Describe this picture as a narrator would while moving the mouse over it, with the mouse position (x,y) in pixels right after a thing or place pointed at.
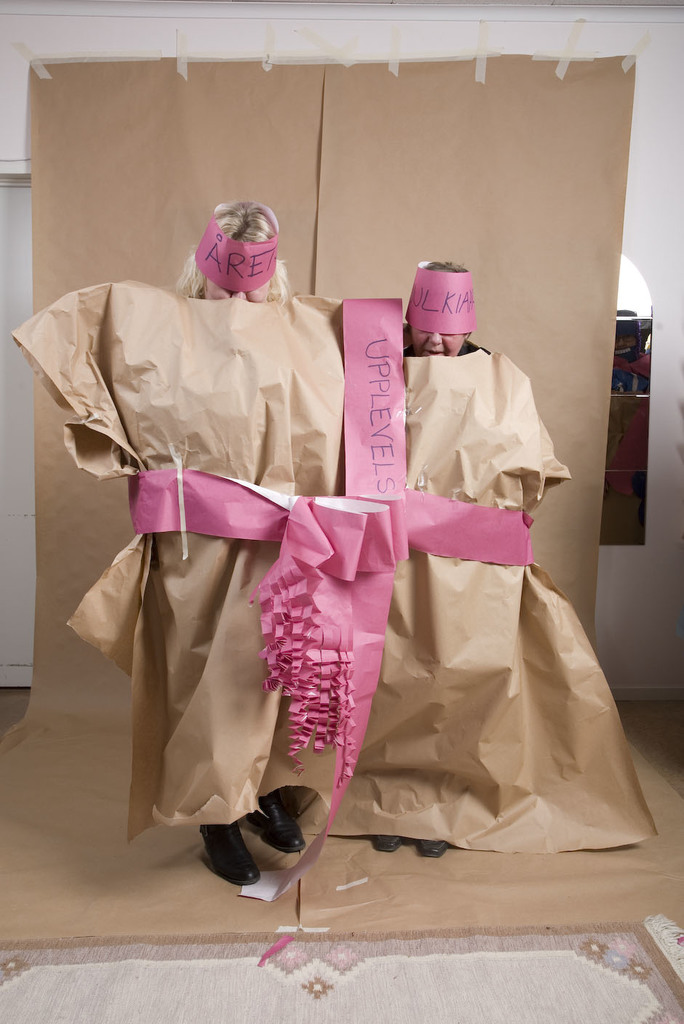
In the picture we can see two people (117,337) are packed themselves in the cream color cover (543,687) on it, we can see the pink color ribbon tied to it and in the background (69,768) we can see the cream color paper (570,191) pasted to the wall (653,687).
